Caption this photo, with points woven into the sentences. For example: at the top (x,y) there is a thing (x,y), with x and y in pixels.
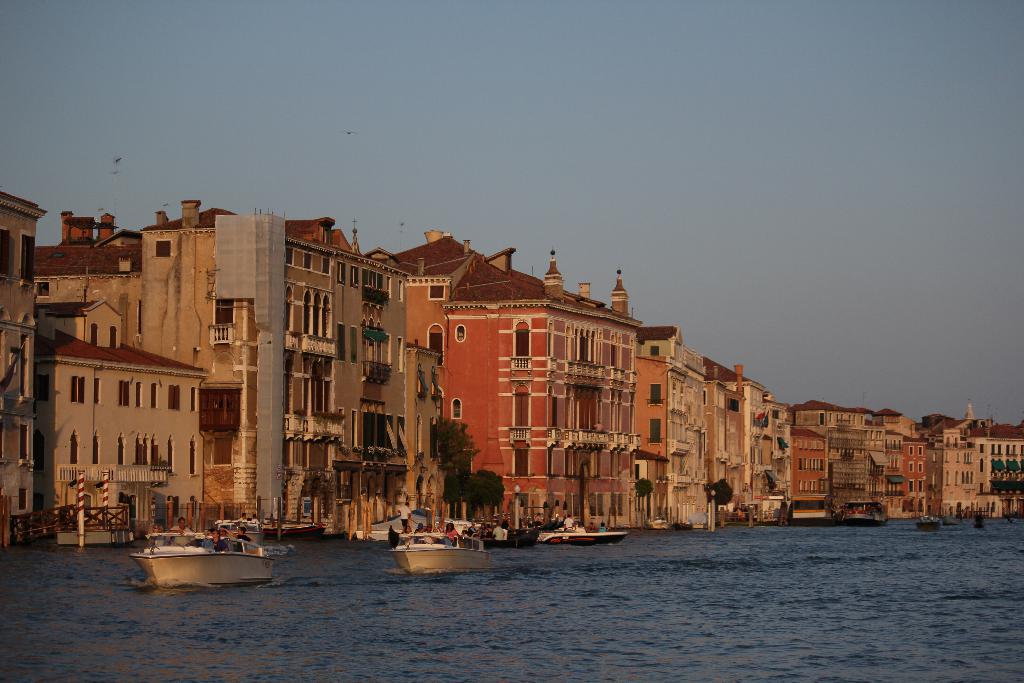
In this image there are buildings (483,428), in front of the image there are boats (153,570) on the water (542,547).
